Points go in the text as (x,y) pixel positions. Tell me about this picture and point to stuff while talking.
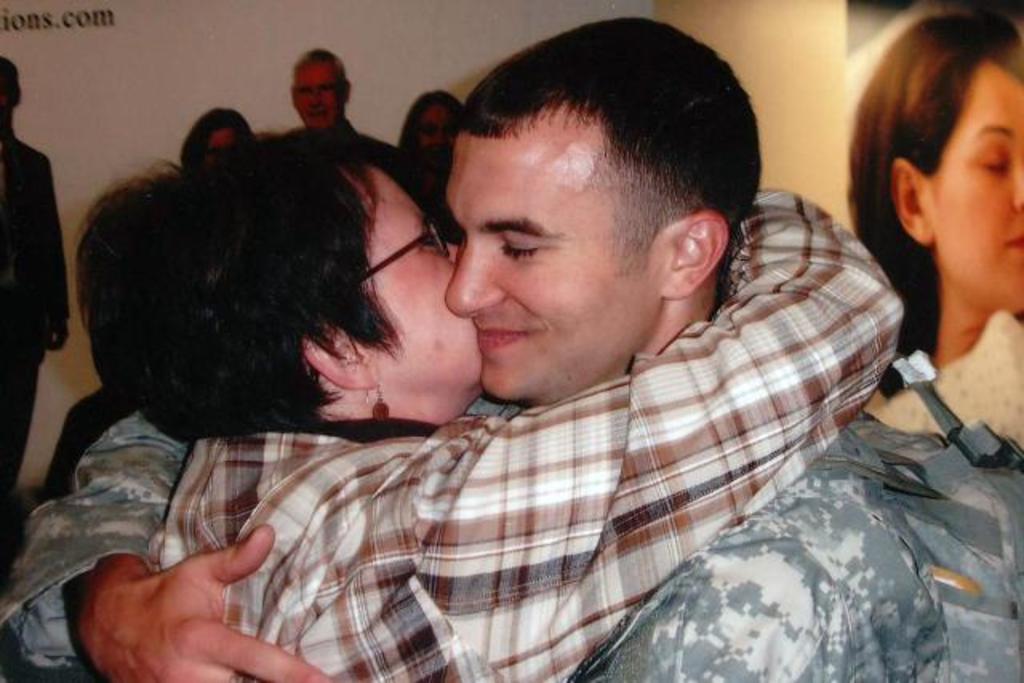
In this picture I can see there is a man (889,615) and a woman (385,563) hugging each other, the woman (575,586) is having spectacles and the man (829,576) is wearing army uniform (816,576) and a bag (914,541). In the backdrop (412,46) there is a banner (314,38) and there are few images (233,128) on it.
